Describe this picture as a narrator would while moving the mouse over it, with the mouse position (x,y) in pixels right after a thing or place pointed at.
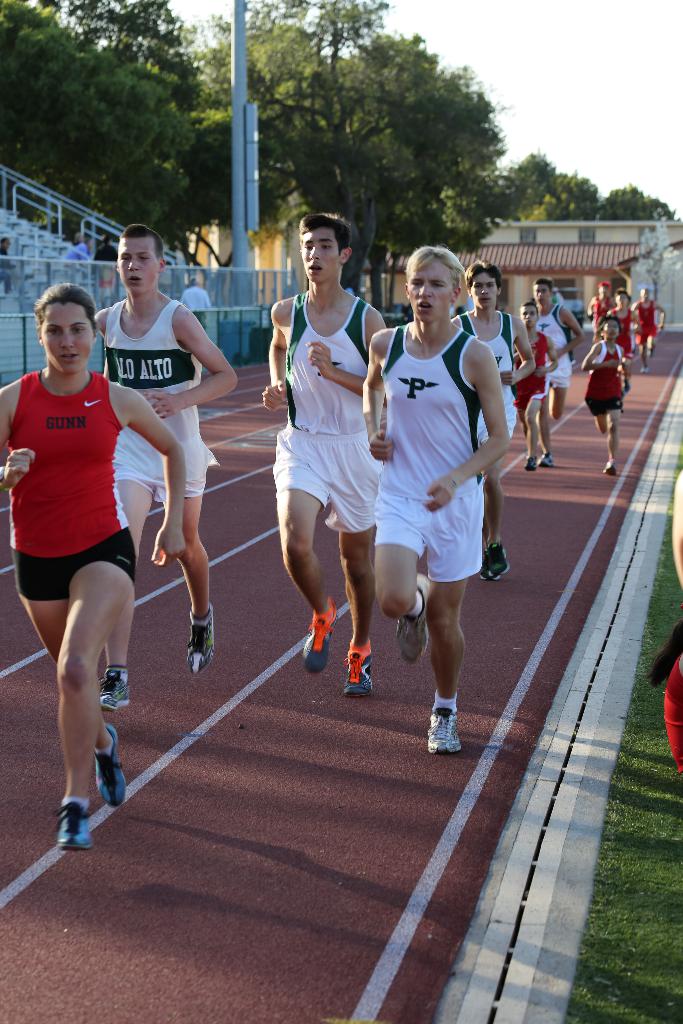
In the middle of the image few people (344,237) are running. Behind them there is a fencing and poles (239,195) and buildings (583,237) and trees (271,70). In the bottom right corner of the image (631,1016) there is grass (572,1007).
